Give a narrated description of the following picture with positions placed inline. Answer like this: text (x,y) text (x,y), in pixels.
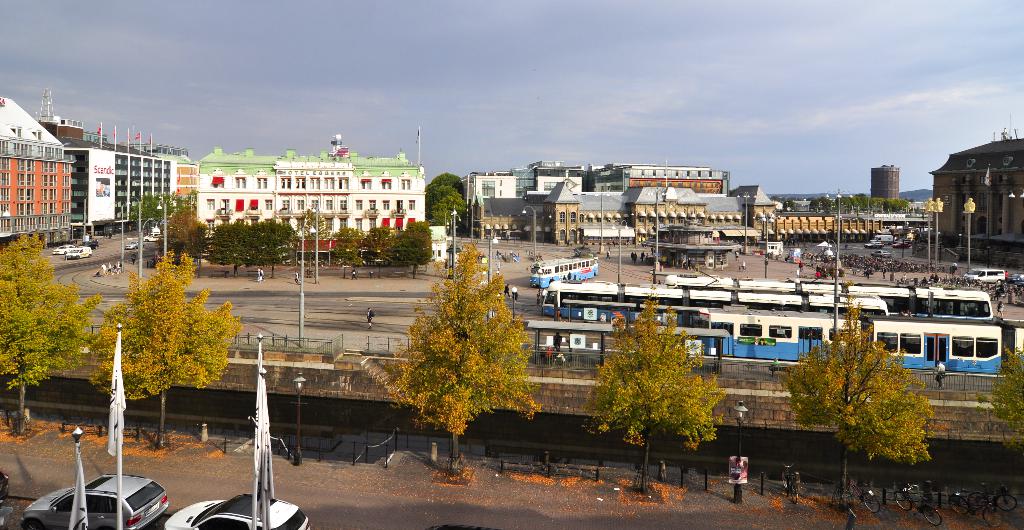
Here we can see flags (74,514) with poles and we can see cars (198,516), bicycles (1005,490), trees (190,335) and fence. Background (730,340) we can see people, vehicles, trees (281,232), buildings (332,196) and sky (825,97).
